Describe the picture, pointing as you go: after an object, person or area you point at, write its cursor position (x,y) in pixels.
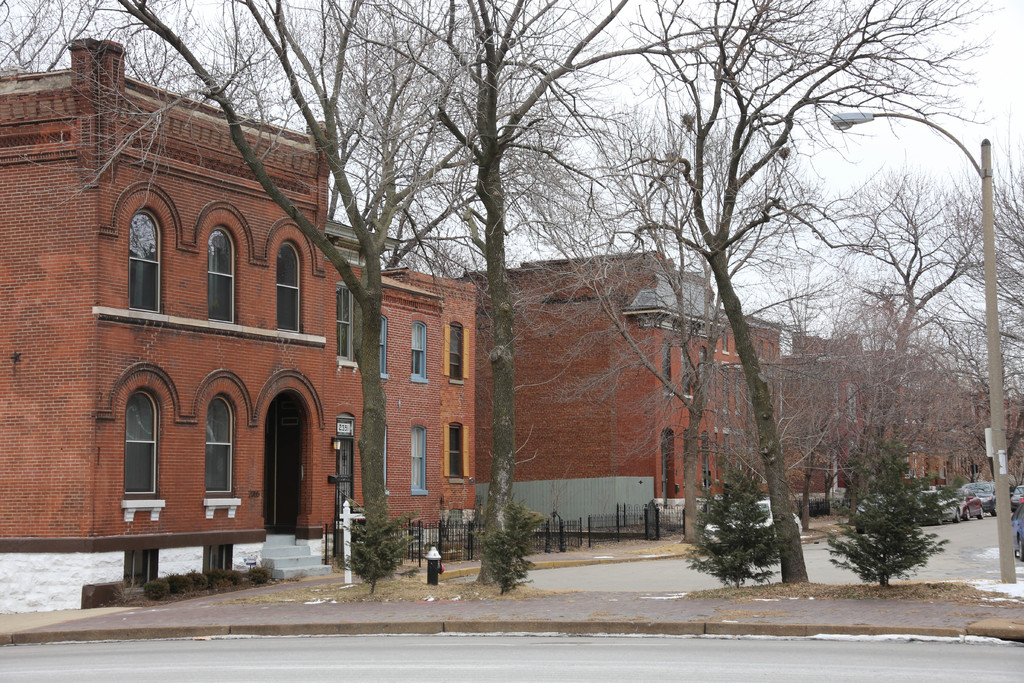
In this image we can see road (402,672), fire hydrant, trees (923,424), light pole (1002,496), fence (453,548), brick buildings (584,449), cars (957,503) parked here and sky (749,203) in the background (774,113).
